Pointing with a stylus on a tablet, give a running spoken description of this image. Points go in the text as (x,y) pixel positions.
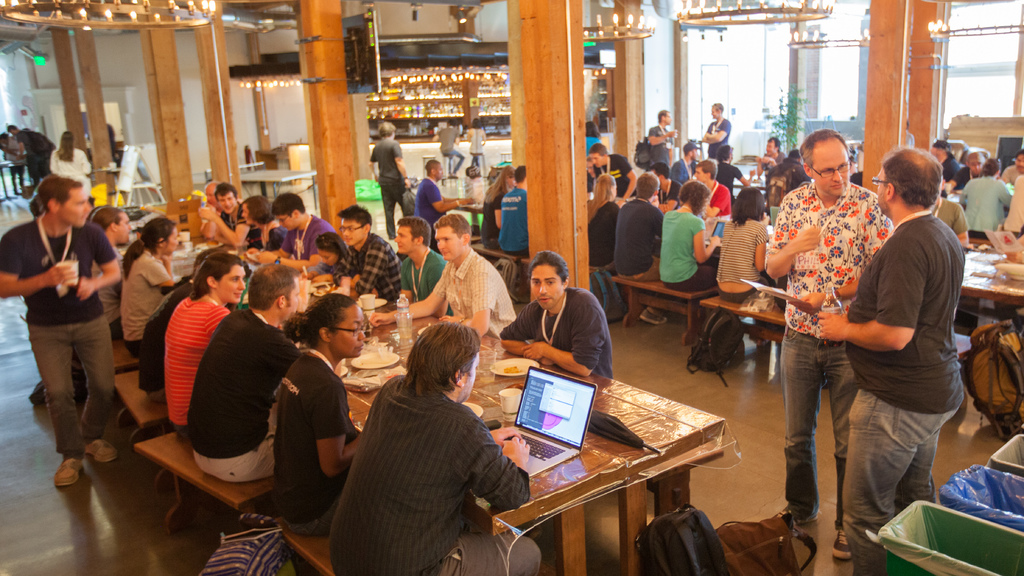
In this picture we can see a group of people (946,420) where some are sitting on benches (651,288) and some are standing on the floor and in front of them on tables (228,250) we can see a laptop (559,427), umbrella (595,421), plates (368,354), cups (364,296) and in the background (226,160) we can see pillars (555,117), lights (274,86).
